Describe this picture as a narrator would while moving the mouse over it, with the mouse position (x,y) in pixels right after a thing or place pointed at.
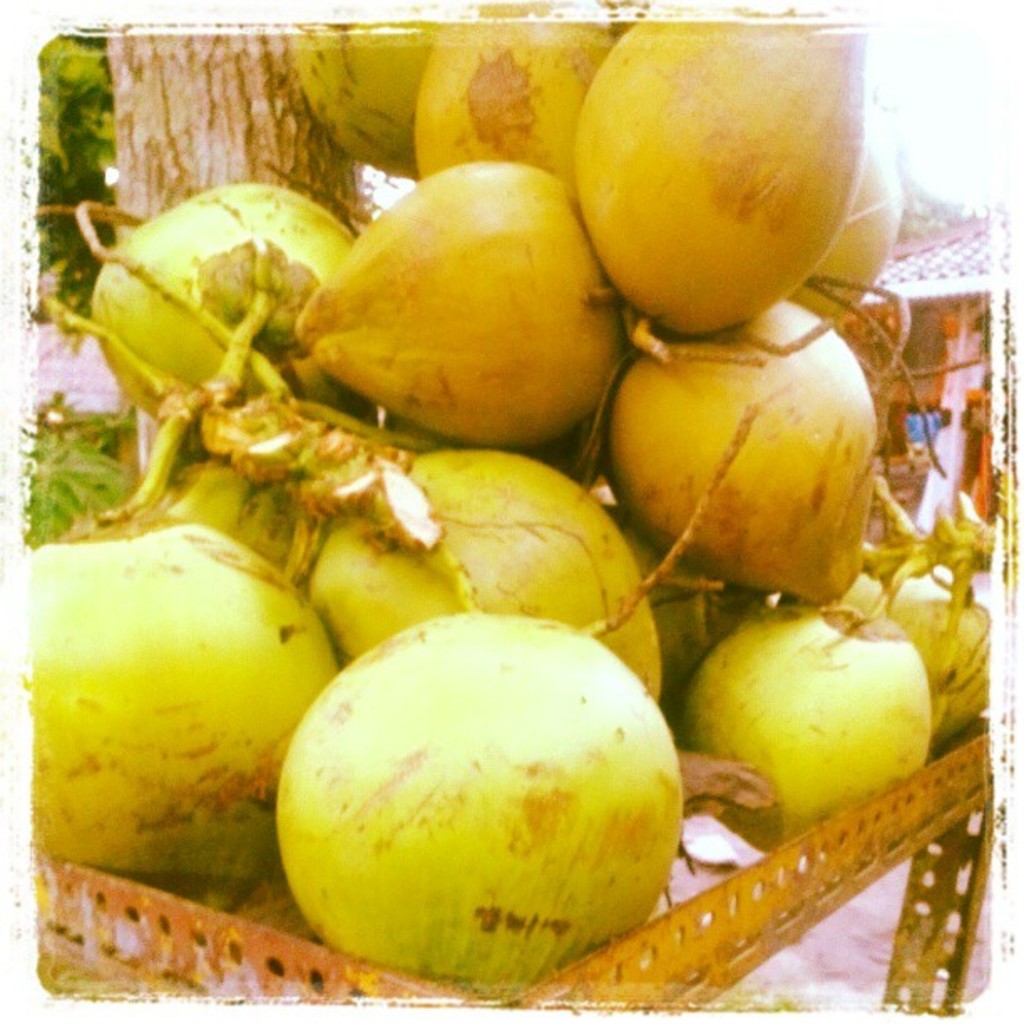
In the image we can see a group of yellow color coconuts (464,265) and the stem (245,119) of a tree (245,119).
